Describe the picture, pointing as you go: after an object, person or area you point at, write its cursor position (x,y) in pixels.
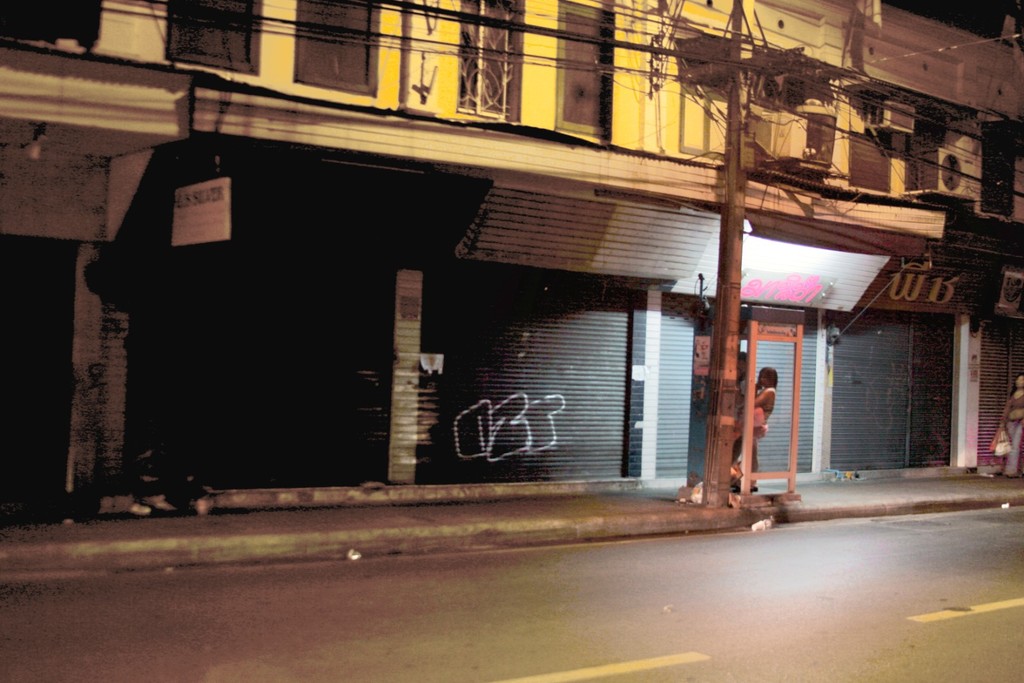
This image is clicked outside. There are buildings (480,110) in the middle (469,295). There are shops (486,435) in the middle (568,281). There is a person (764,370) in the middle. She is standing. There is a pole (724,443) in the middle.
